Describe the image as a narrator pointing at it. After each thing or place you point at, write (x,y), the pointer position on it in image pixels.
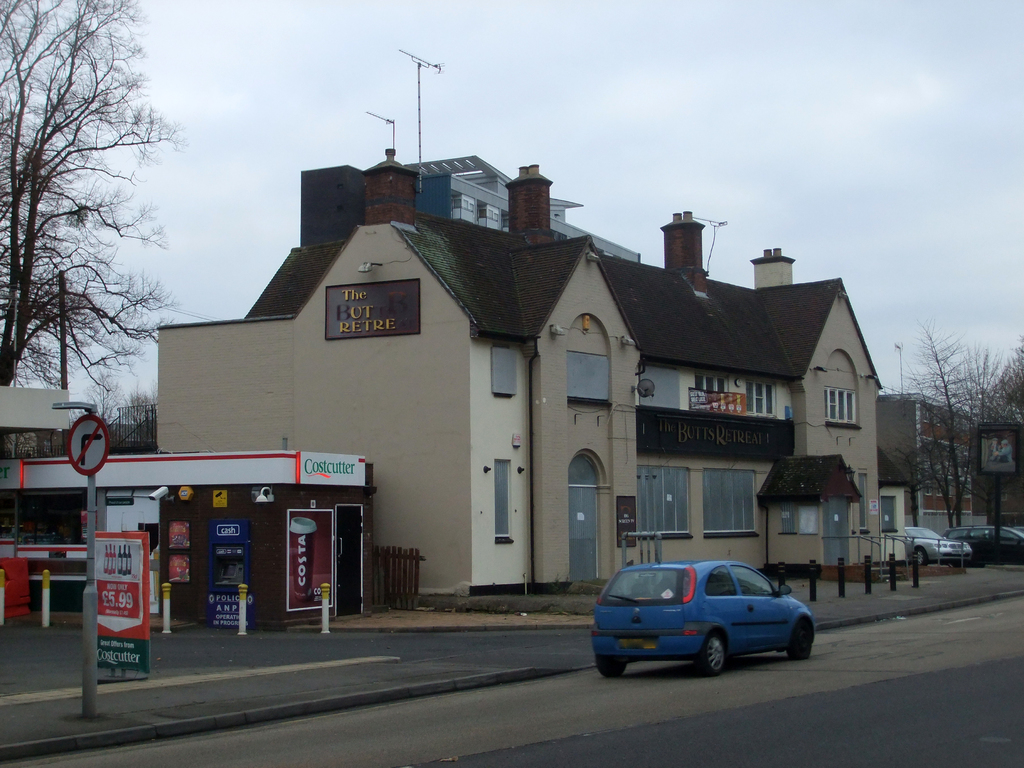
In this image I can see the road (797,708), few vehicles (967,537) on the road (855,655), few poles (95,626), few boards (214,608), few trees (919,478) and few buildings (284,419). In the background (784,197) I can see the sky (743,121).
